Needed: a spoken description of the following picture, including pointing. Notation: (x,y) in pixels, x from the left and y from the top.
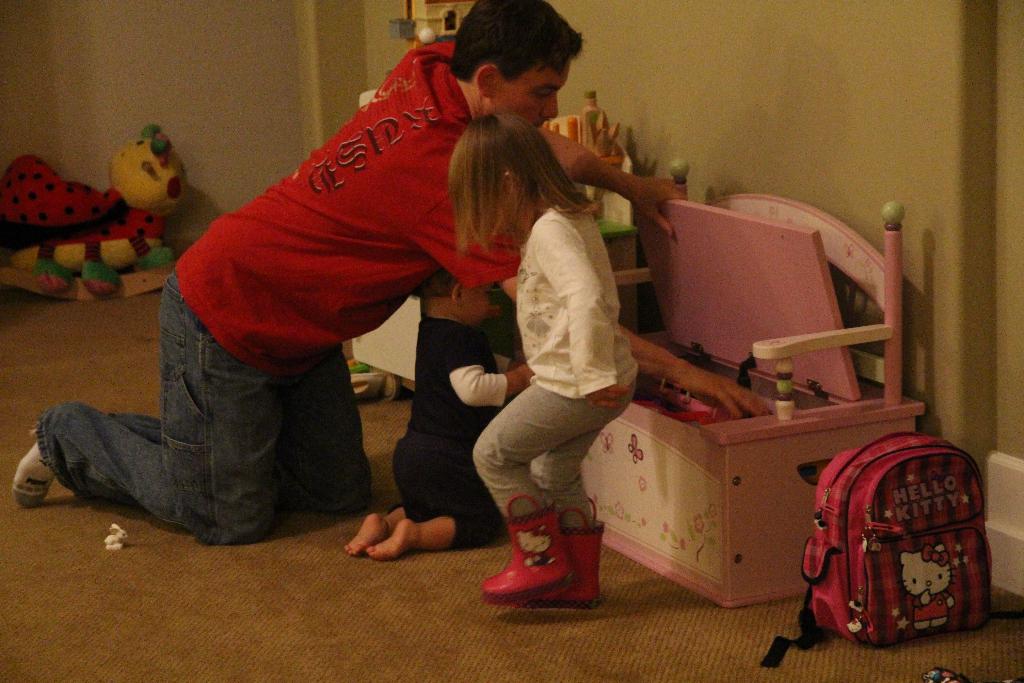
In this image I can see a person (350,263) wearing red t shirt (319,239) and jeans (180,450) and two other children (416,433) wearing black, white and grey colored dress (460,425) are on the floor (84,317). I can see a pink colored box (761,494) with few objects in it, a pink colored bag (831,466) and a toy (84,209) which is red, blue, black and cream in color on the floor (46,307). In the background (154,95) I can see the wall (113,35).
